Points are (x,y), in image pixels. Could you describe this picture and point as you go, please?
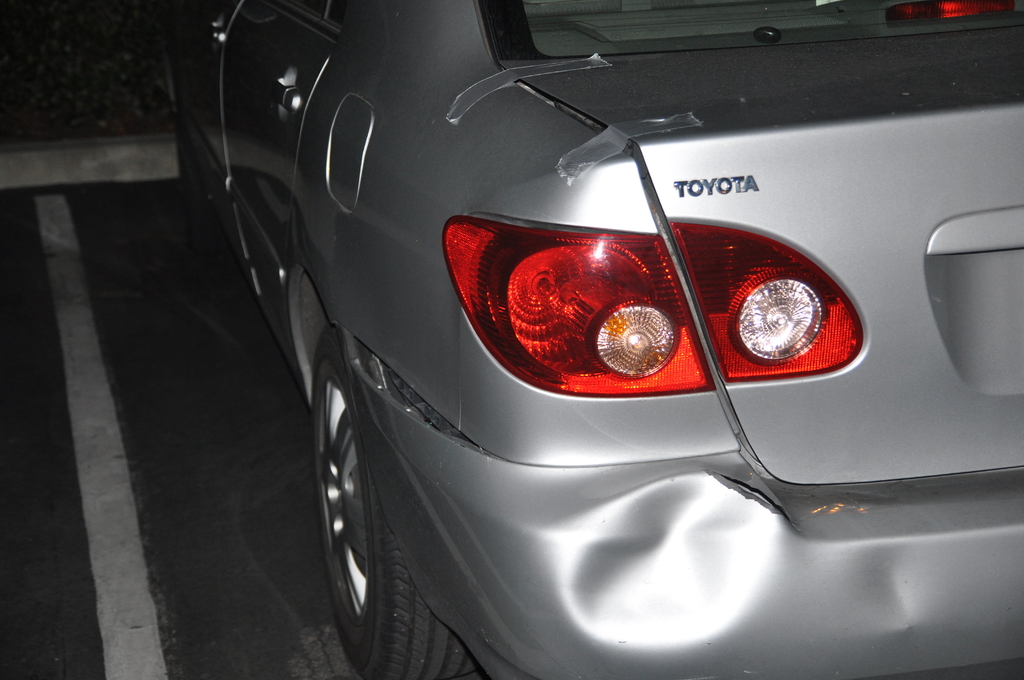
In this picture I can see a car (267,125), which is parked on the parking lot (176,382) and I can see a word (693,181) written on the car (700,176). On the bottom of this picture (694,508) I can see a dent (618,533).
